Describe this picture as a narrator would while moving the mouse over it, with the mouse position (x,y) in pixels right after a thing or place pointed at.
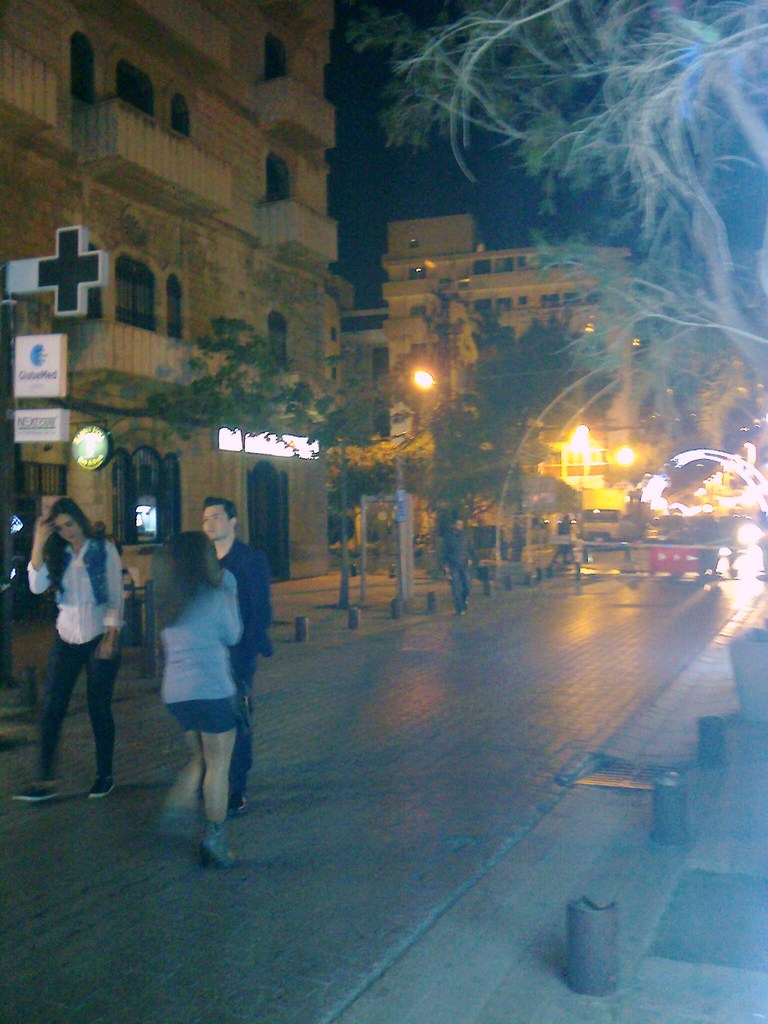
At the bottom of the image (264,695) there is a floor (659,607). On the floor (585,726) there are few people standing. There are poles (405,536) with lights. And also there are trees (491,411) and sign boards (23,367). Behind them there are buildings (294,278) with walls (225,140), windows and balconies (152,131).
